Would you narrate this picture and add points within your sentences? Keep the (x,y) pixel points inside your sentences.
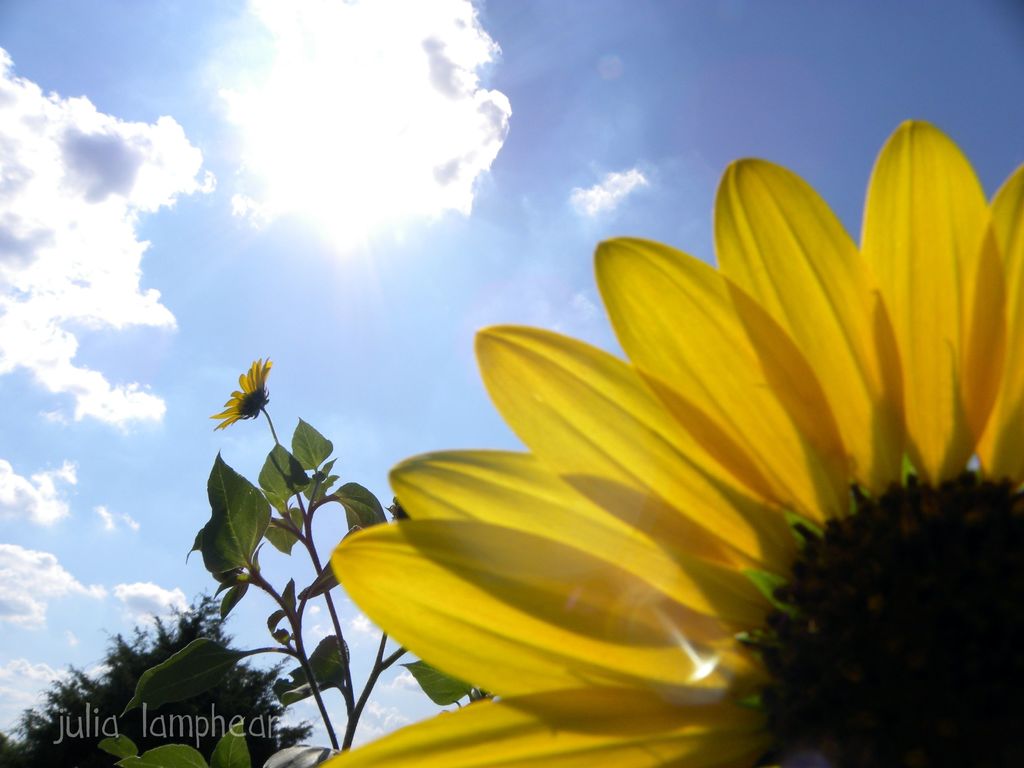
In this image I can see a sunflower (710,665) in the front (657,752). There is a sunflower plant (301,479) and a tree (143,666) at the back (179,670). There is sky (483,116) at the top (490,149).
